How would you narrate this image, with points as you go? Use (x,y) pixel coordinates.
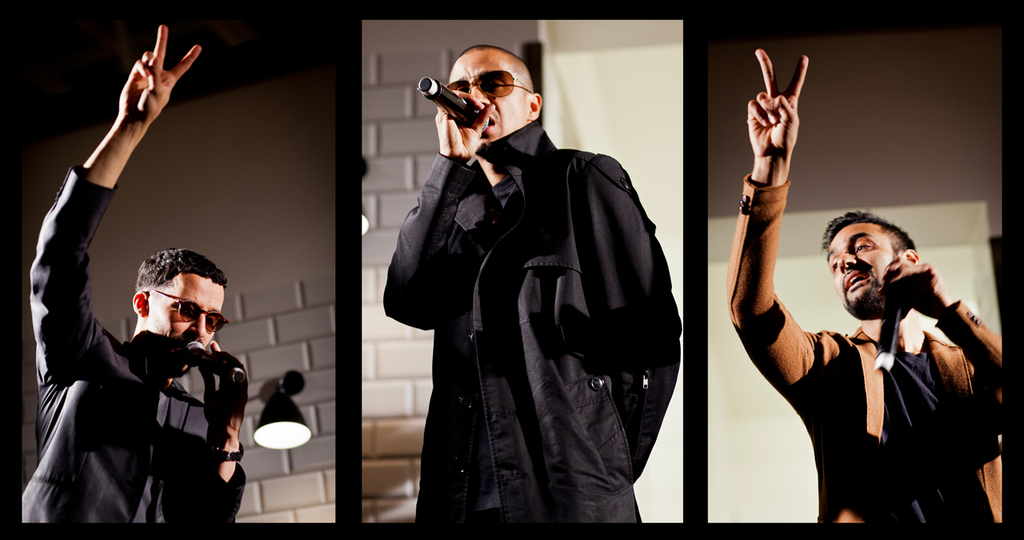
In this picture I can see the collage images, in which I can see 3 men (470,271) who are standing and holding mics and I can see the walls (822,298) in all the 3 images. On the left side (260,433) image I can see a light (270,412) on the wall (273,457).
